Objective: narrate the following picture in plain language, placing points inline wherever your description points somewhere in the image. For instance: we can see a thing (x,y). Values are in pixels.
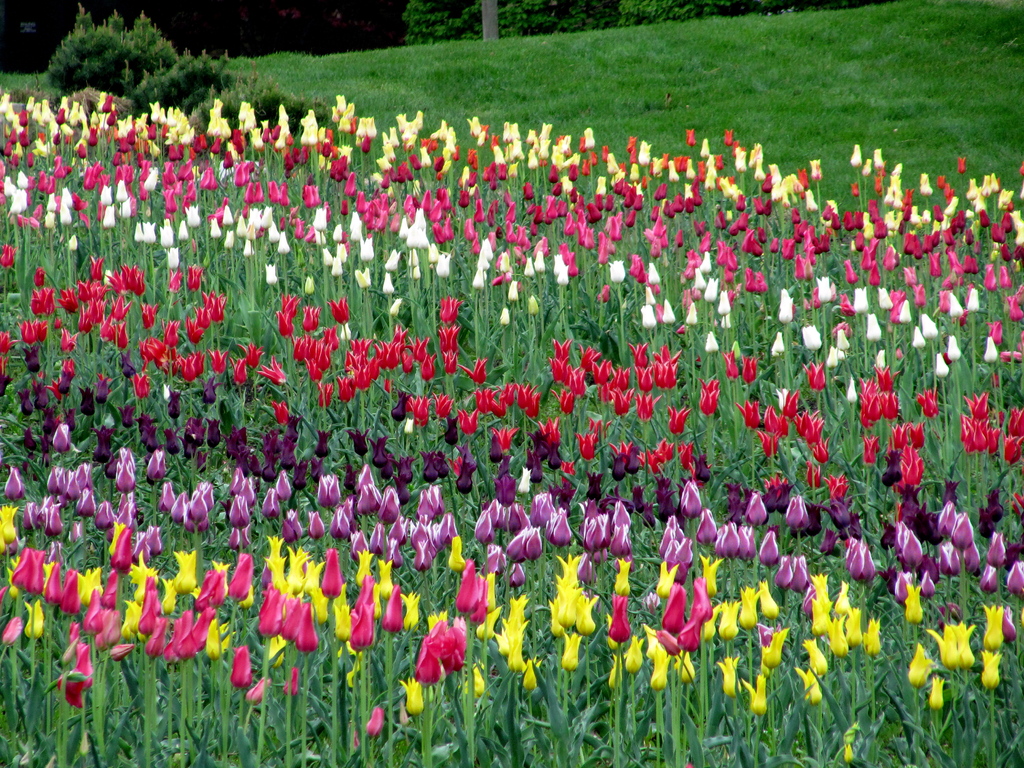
In this image I can see flowers (708,401). There are plants (491,147), trees (457,10) and there is grass (312,77).
